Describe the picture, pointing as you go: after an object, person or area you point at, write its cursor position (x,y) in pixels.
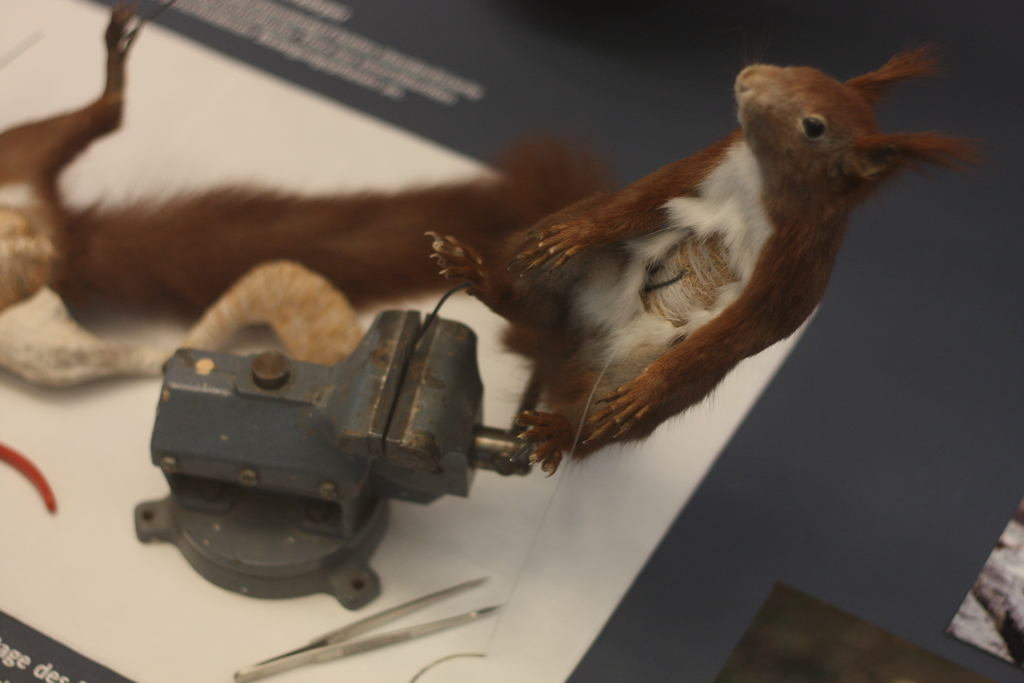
In this image on the table (965,560) there are two squirrels (619,246). There is a machine (337,532). There is a tool (347,650) and there are a few other objects (978,604).
